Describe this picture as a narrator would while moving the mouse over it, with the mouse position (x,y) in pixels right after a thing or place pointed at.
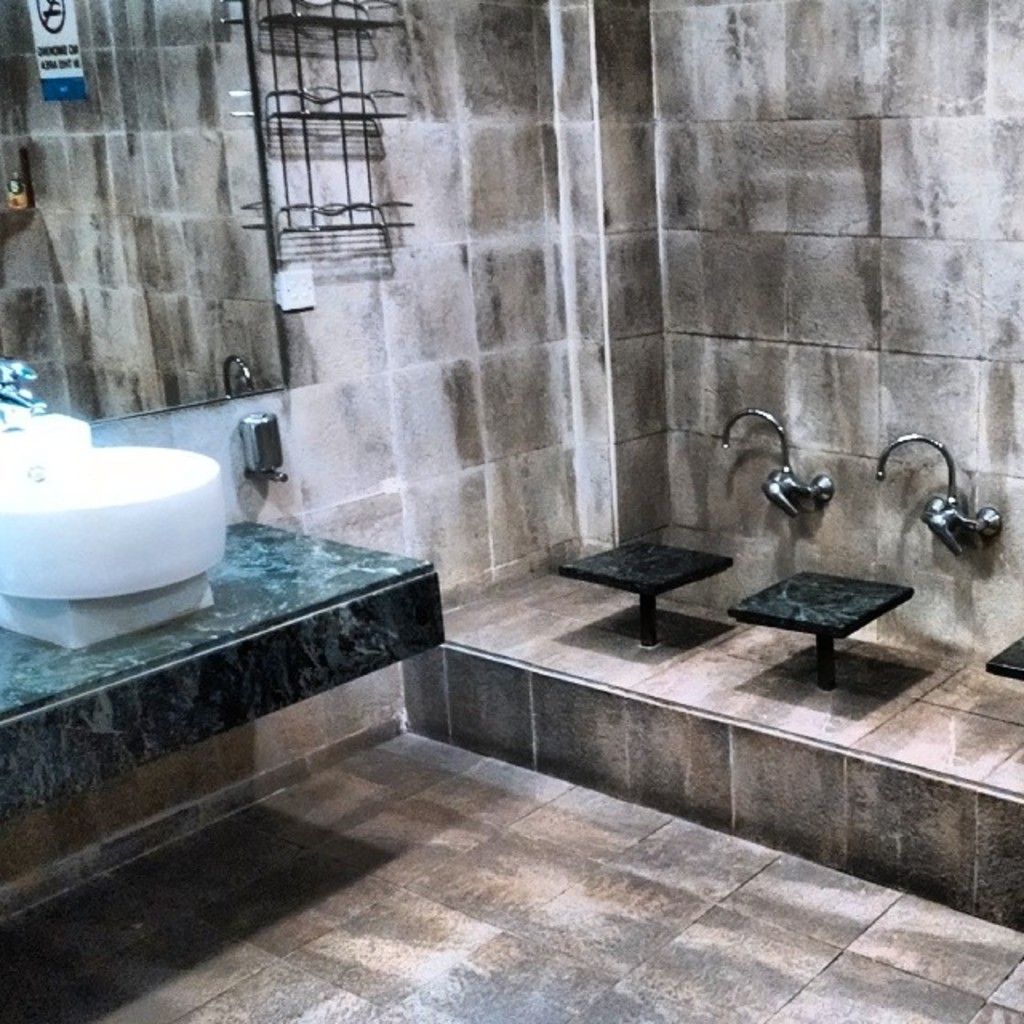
It is a picture inside of a restroom (672,953). In this image there is a mirror (198,200), stools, taps (976,528), sink (170,530), sticker (60,59) and objects (316,99). Mirror (112,231) is on the wall (393,323).
